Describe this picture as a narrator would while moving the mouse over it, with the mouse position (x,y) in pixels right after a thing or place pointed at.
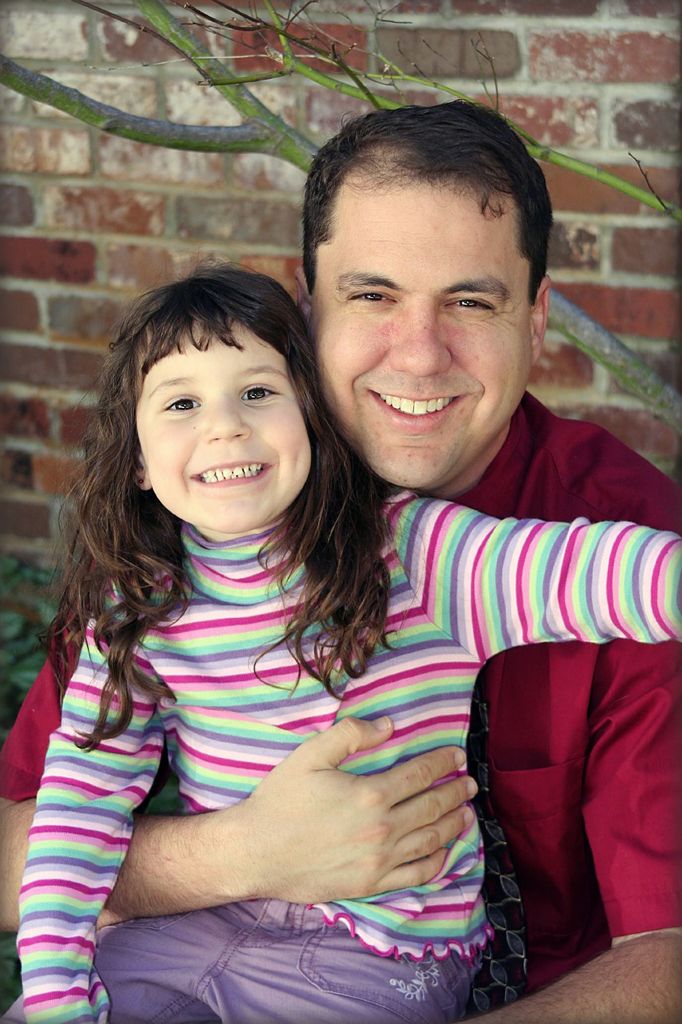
In this images we can see a man (518,787) is holding a girl (344,982) in his hands (261,802) and both are smiling. In the background (140,139) there is a plant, branch (304,46) of a tree (227,24) and a brick wall (110,330).
